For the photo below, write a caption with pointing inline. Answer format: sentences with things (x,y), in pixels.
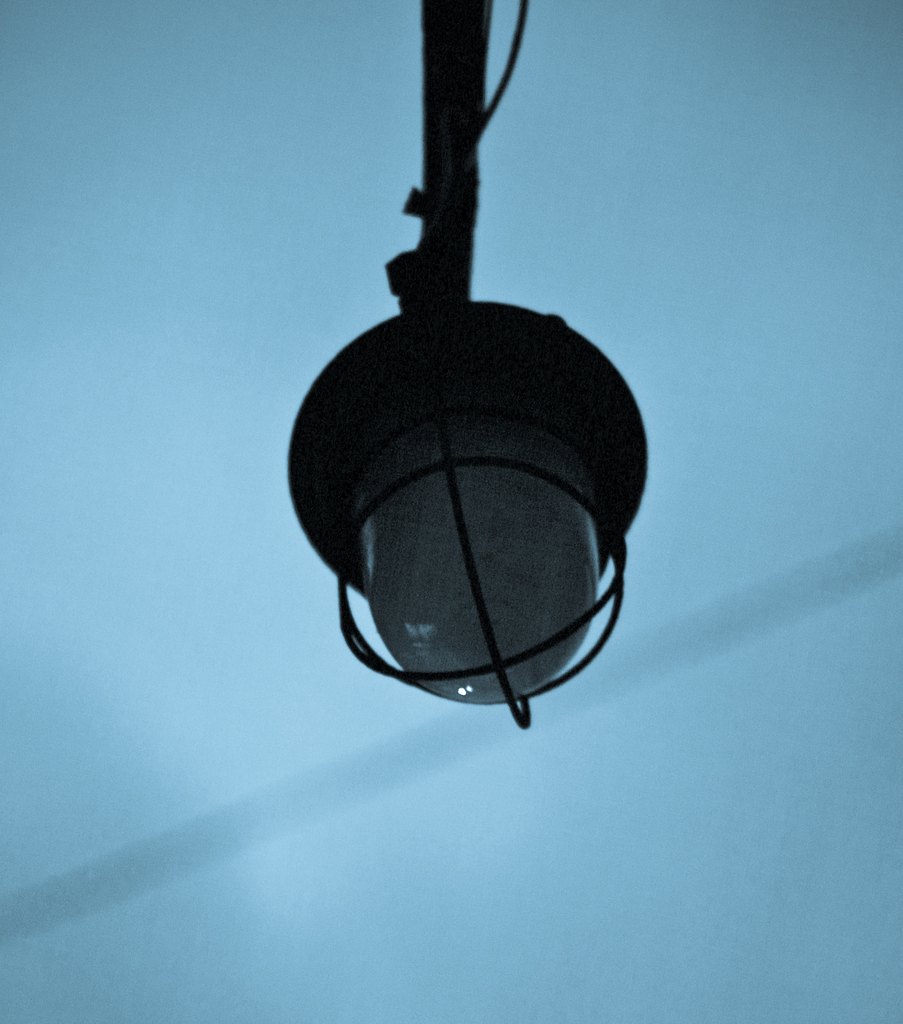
This picture shows a light (418,516) hanging to the roof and we see a light blue background (851,348).
